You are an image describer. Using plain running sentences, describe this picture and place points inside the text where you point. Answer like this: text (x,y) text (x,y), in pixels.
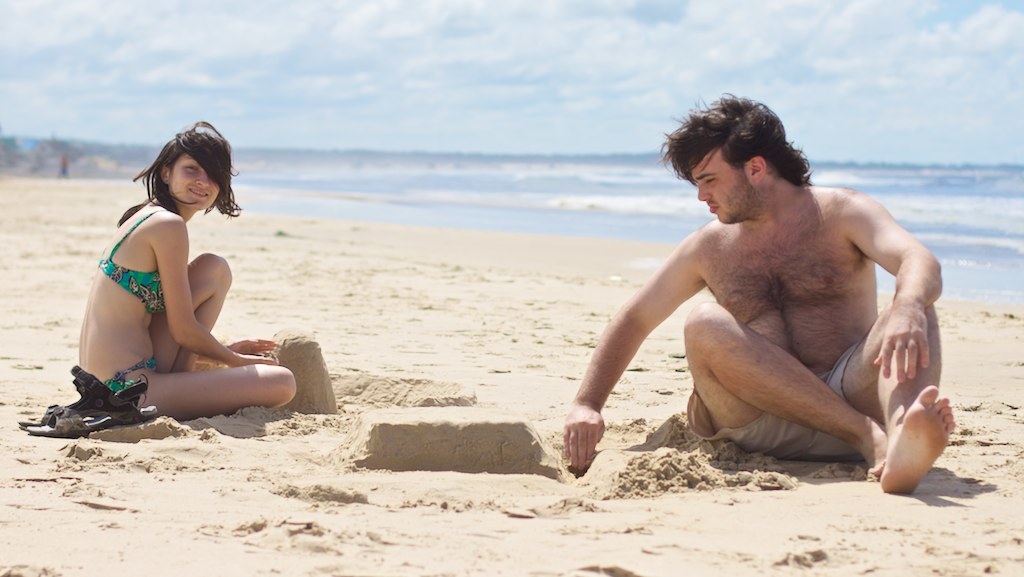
In this picture there man (835,408), shirtless sitting on the seaside (645,460) and making small house (440,449) with sand (460,450). Beside there is a woman (160,332) wearing two piece (148,296) is sitting, smiling and giving a pose into the camera. Behind there is a sea water (662,192). On the top (539,71) there is a sky (510,71) and clouds (349,94).
